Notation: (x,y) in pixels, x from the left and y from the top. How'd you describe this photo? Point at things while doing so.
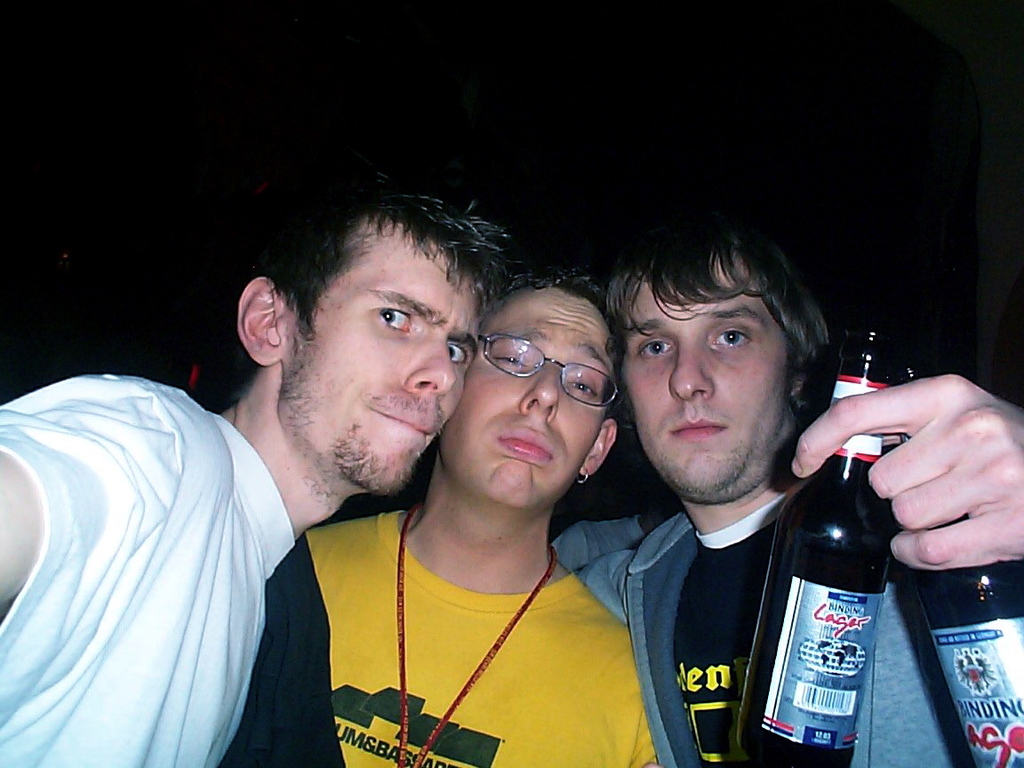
in the picture we can see three persons (543,609) standing together the person (747,489) on the right (760,346) is holding two bottles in his hand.
